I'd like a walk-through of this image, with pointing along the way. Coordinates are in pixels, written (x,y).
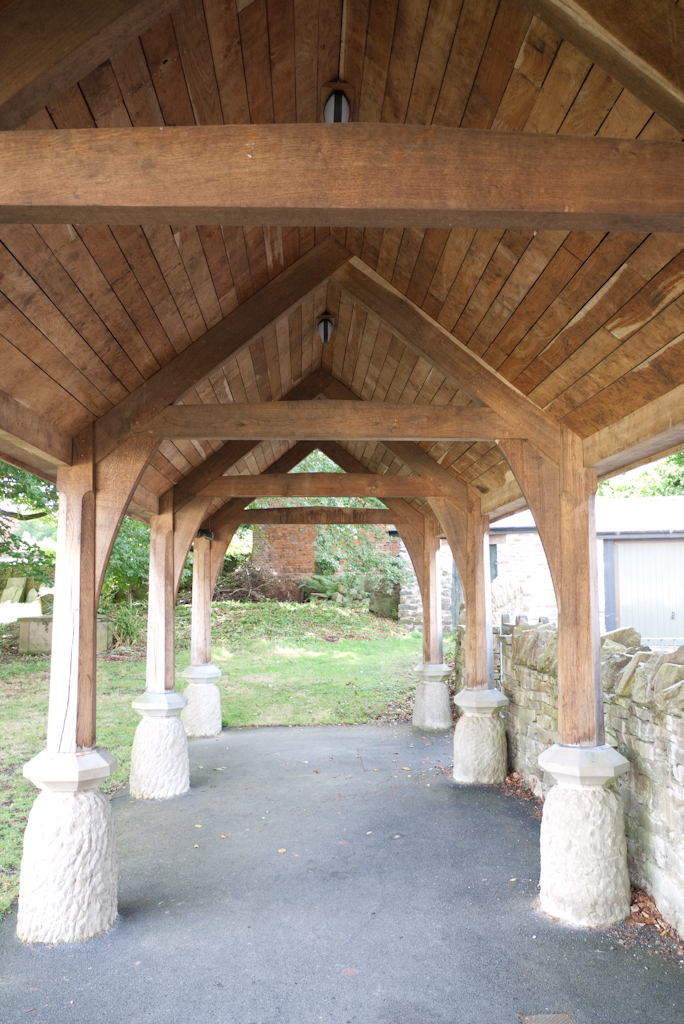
In the background (328,620) we can see grass (326,605) and trees (346,502).
